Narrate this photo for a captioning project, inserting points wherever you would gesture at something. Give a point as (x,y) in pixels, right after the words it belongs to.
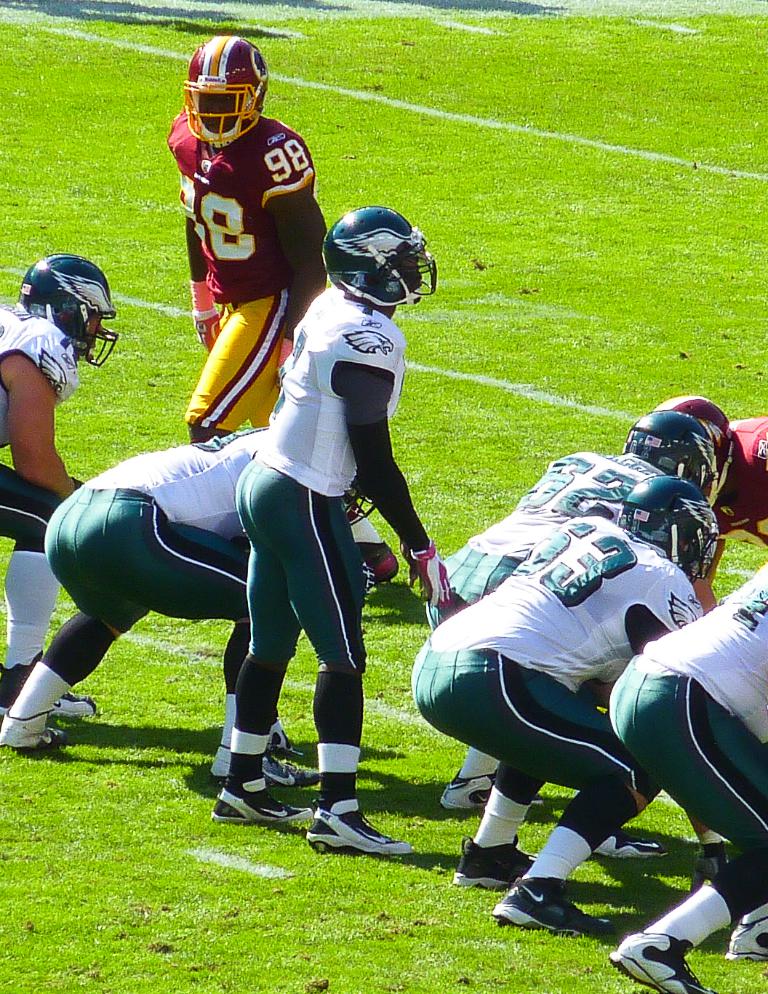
In this image there are few players (471,572) playing on a playground (125,793).
